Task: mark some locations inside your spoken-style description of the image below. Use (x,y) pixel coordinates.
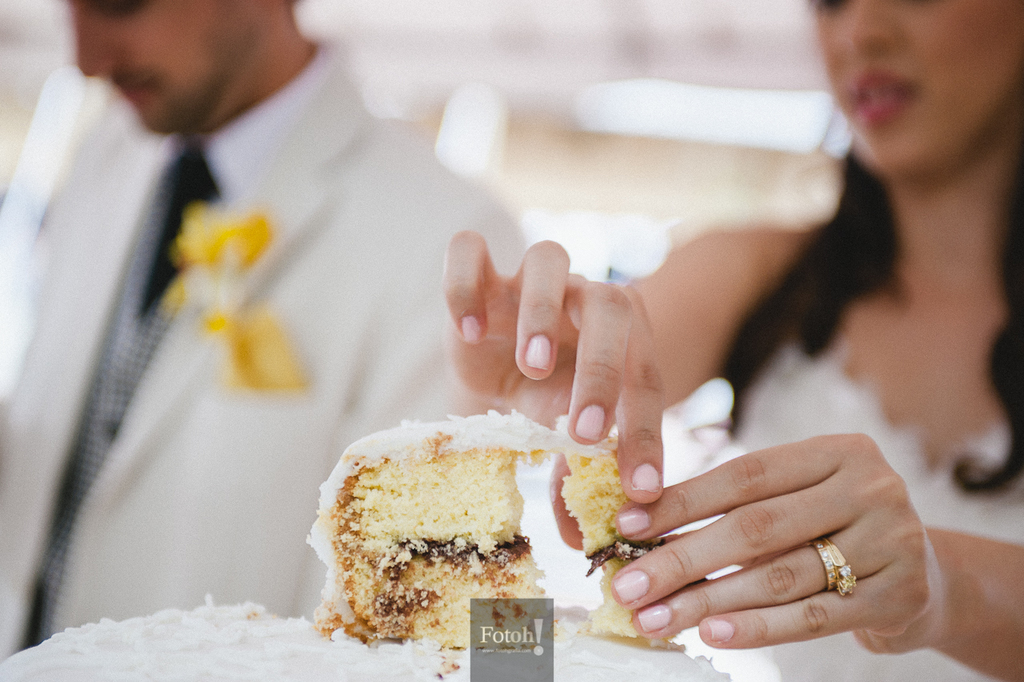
In this image we can see a piece of cake (397,558) at the bottom of the image (630,656). A lady (756,339) is holding the piece of cake (613,546). She is wearing a ring (834,581). Also there is another person (209,254). In the background (521,129) it is looking blur.
